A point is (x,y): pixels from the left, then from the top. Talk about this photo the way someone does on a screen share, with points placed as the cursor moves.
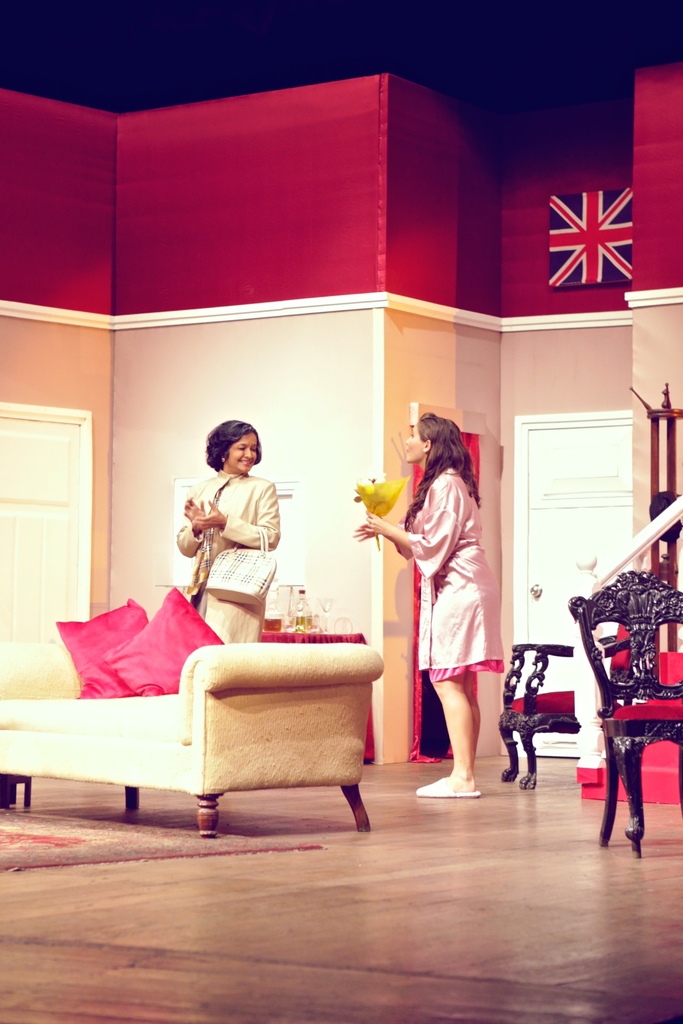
There are 2 women (474,559) standing and smiling. In this room (392,664) we can see chairs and tables (329,639), pillows (149,673) and a flag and 2 doors (91,548).
